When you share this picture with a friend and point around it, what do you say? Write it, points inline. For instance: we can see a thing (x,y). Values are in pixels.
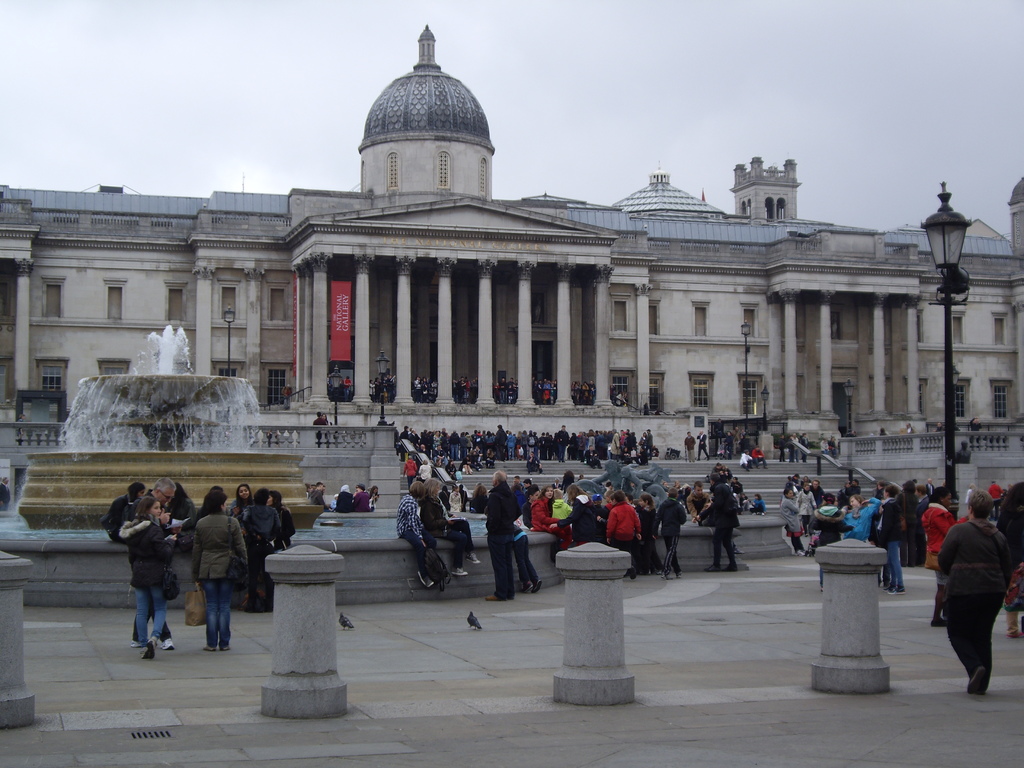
This picture describes about group of people (467,433), few are standing and few are seated, in the background (572,422) we can see few poles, buildings (401,315) and a water fountain (136,398), and also we can see few birds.
